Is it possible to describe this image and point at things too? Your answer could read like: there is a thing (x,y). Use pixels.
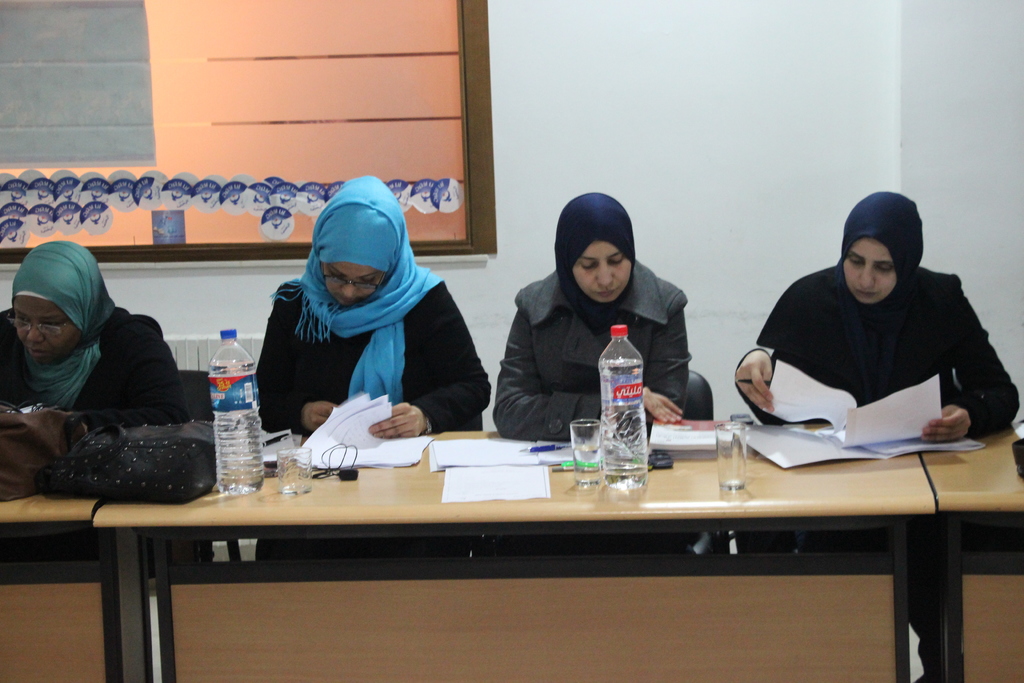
On the background (321,134) we can see board (462,125) on a wall (816,144). Here we can see women (471,363) sitting on chairs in front of a table (398,479) and on the table (416,471) we can see bottles (231,457), water glasses (285,481), hand bags (18,438), papers (488,451), pen (537,446). These women (404,424) are checking the papers (778,452).
